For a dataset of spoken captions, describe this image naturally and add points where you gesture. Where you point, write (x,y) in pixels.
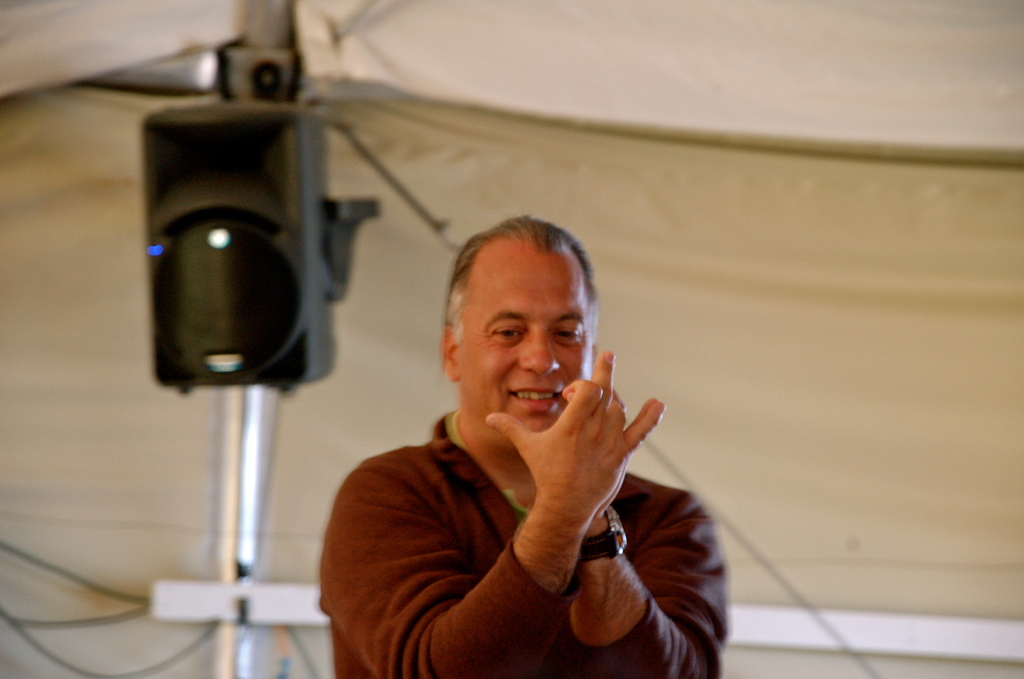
In the picture I can see a man (506,496) is standing. The man (513,522) is wearing a watch (595,556) in the hand (604,574). In the background (189,277) I can see a sound speaker (237,298) attached to the pole (257,426) and some other objects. The background of the image (854,474) is blurred.
